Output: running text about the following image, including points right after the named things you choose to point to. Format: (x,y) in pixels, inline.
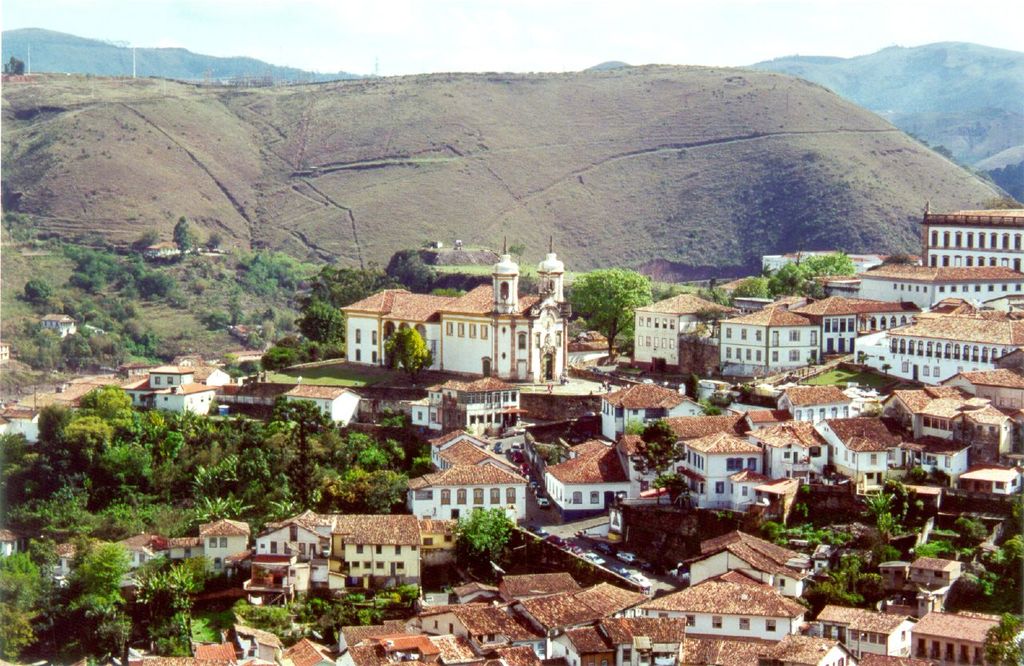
In the foreground (57,408) I can see trees (480,524), houses (283,572) and buildings (701,454). In the background (823,142) I can see mountains (870,114), poles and the sky (287,24). This image is taken near the hill station (265,419).
